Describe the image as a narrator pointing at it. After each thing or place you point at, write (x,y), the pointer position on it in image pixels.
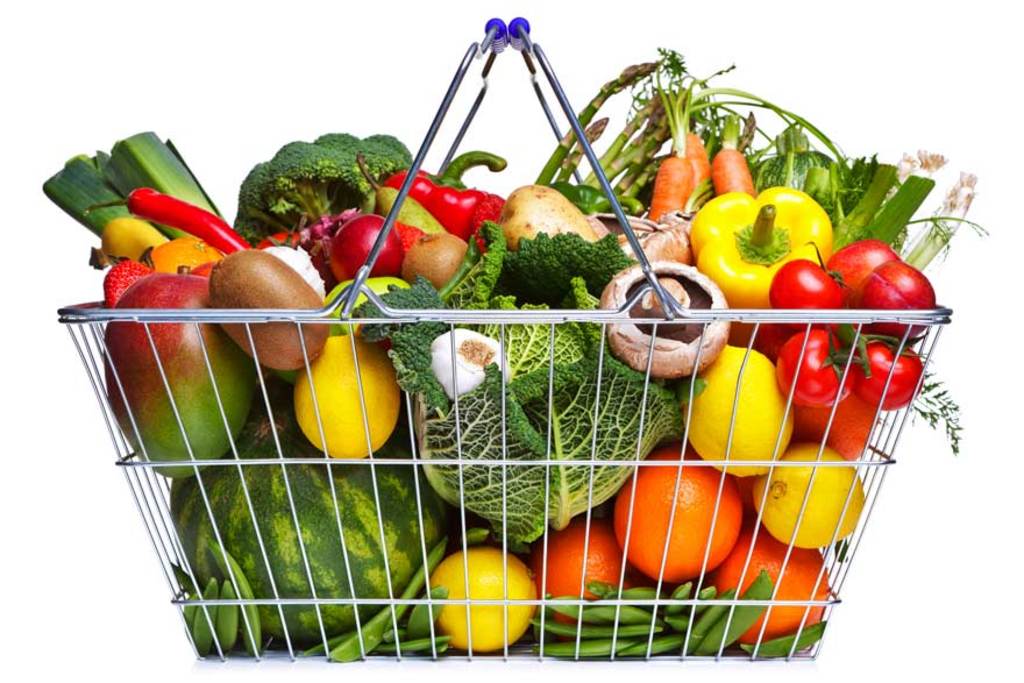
In this image we can see a basket (733,311) with vegetables (507,301) and fruits (211,254) in it.
